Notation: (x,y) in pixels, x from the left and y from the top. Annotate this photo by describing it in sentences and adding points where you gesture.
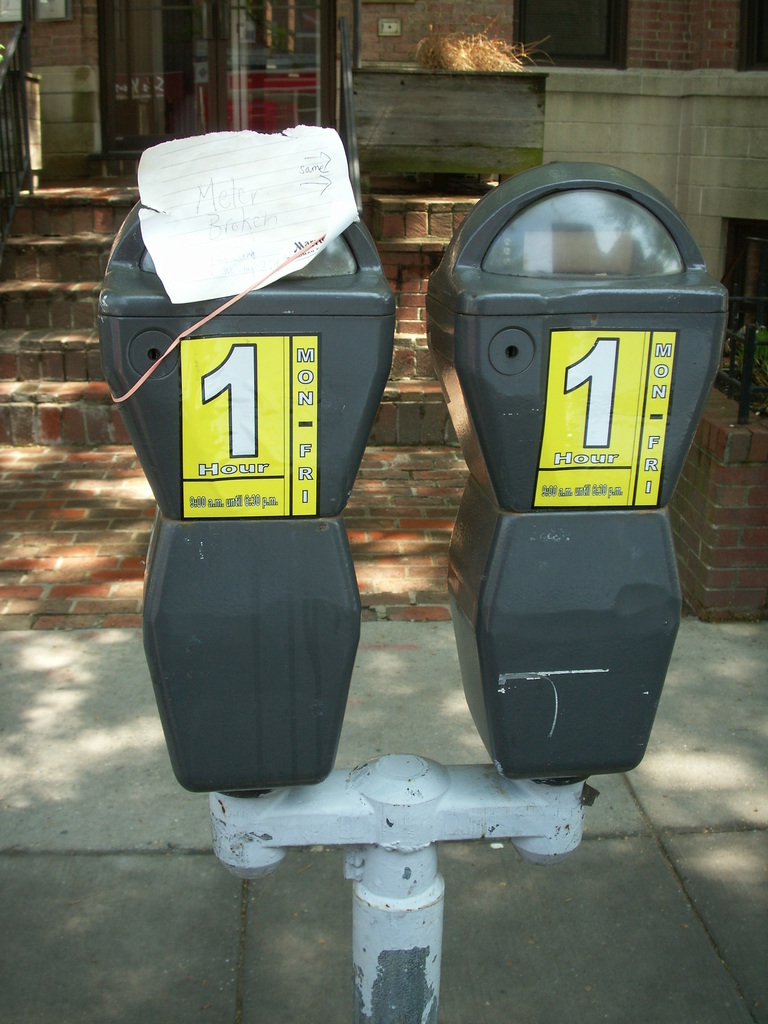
In this picture there are two meters (588,648) to a pole (412,896). Behind it there is a building (589,46) with brick stairs (394,423). At the bottom (526,906) there are tiles (450,930).
